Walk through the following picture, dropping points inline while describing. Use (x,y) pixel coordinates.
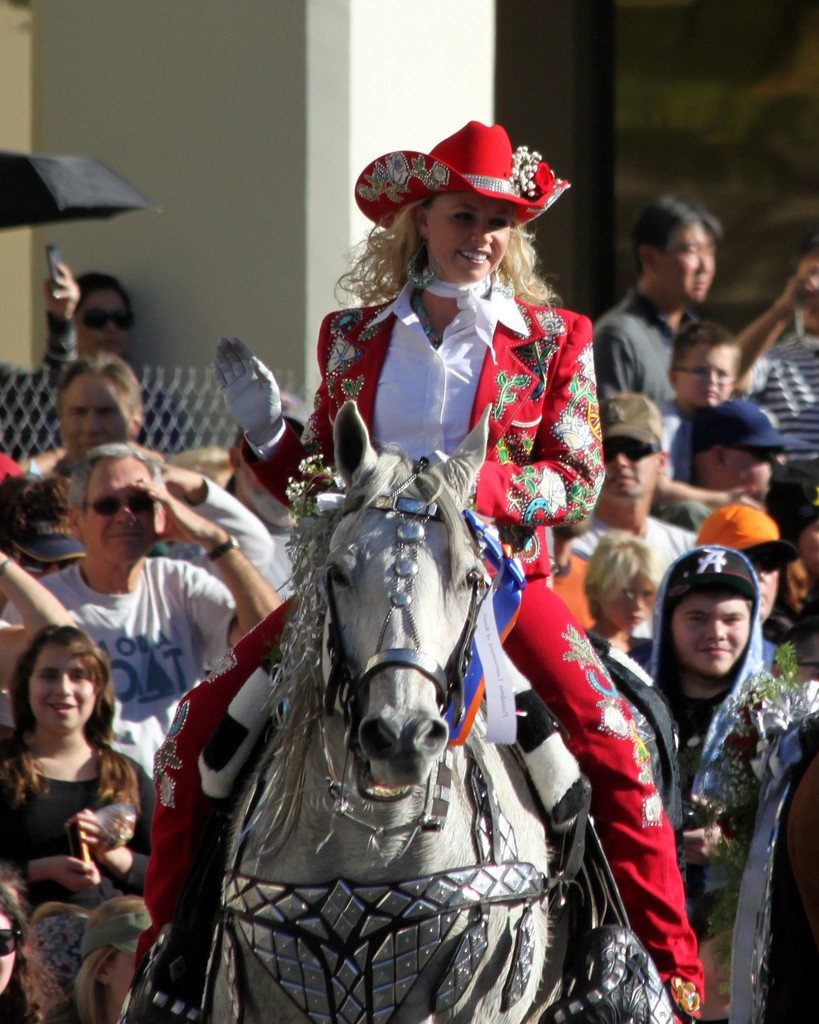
In this picture we can see a woman (518,274) wearing a red color hat (494,179) and sitting on an animal (420,680). On the background of the picture (36,599) we can see persons (67,575) standing. This is a black colour umbrella (32,169). This is a net (147,416). This is a pillar (342,31).
